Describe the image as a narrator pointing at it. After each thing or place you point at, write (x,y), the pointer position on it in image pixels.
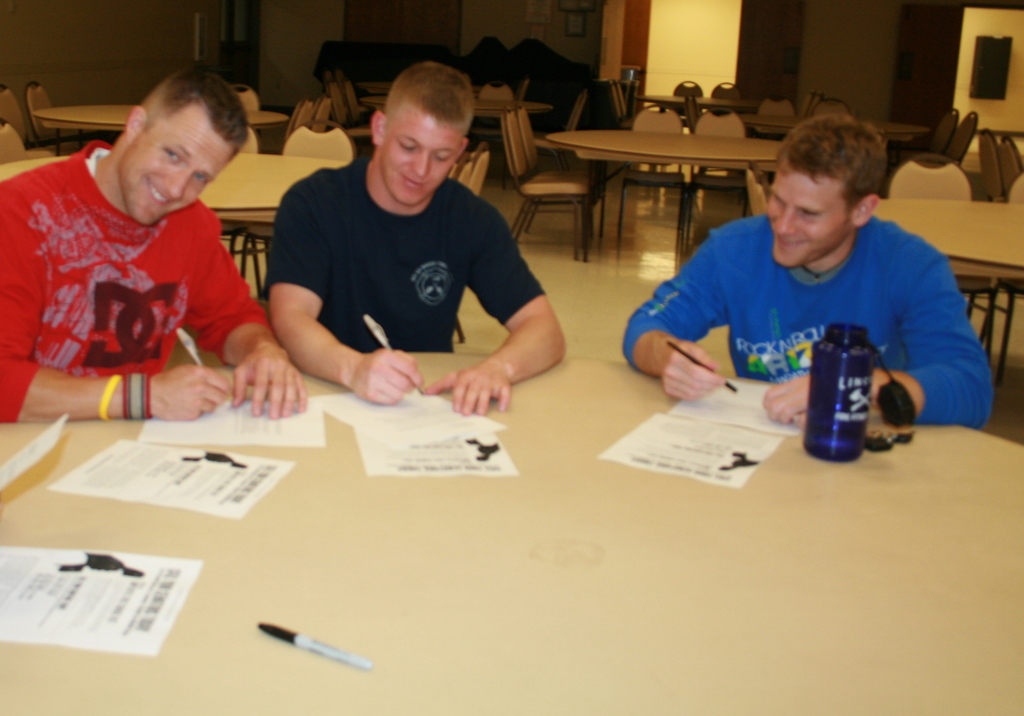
In this image there are a group of people (511,271) sitting around the table (506,512) and writing something on paper (738,393), also there is a paper (268,483) and bottle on the table (545,650), behind them there are so many empty chairs (1011,165) and tables (89,109).
